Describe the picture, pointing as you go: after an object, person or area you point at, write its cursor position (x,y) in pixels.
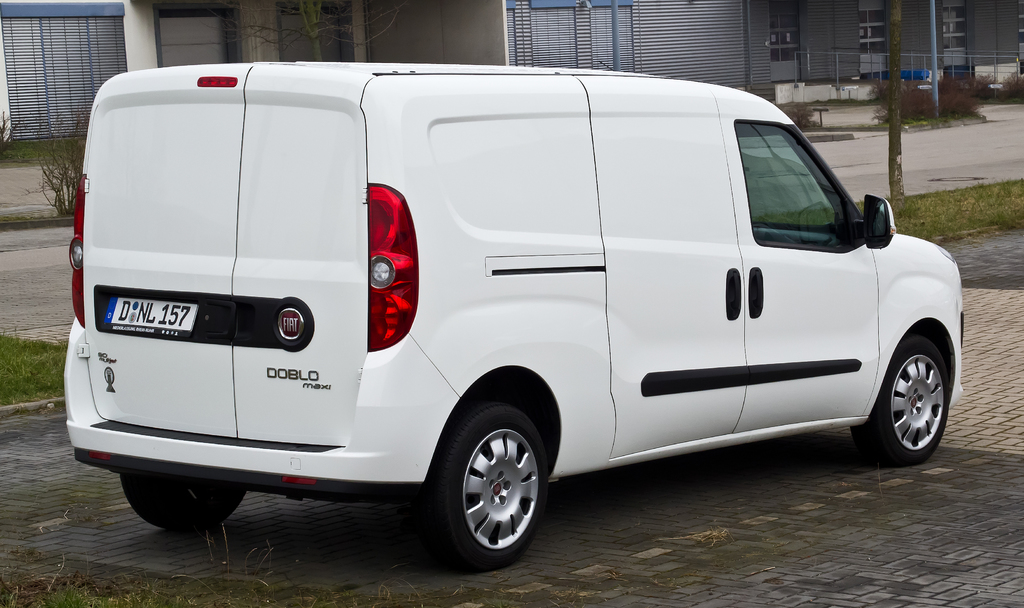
In the image there is a car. Behind the car (93,382) there's grass (54,358) on the ground (30,345). And also there are walls (905,36) with glass doors (951,47) and also there is railing (961,75).
